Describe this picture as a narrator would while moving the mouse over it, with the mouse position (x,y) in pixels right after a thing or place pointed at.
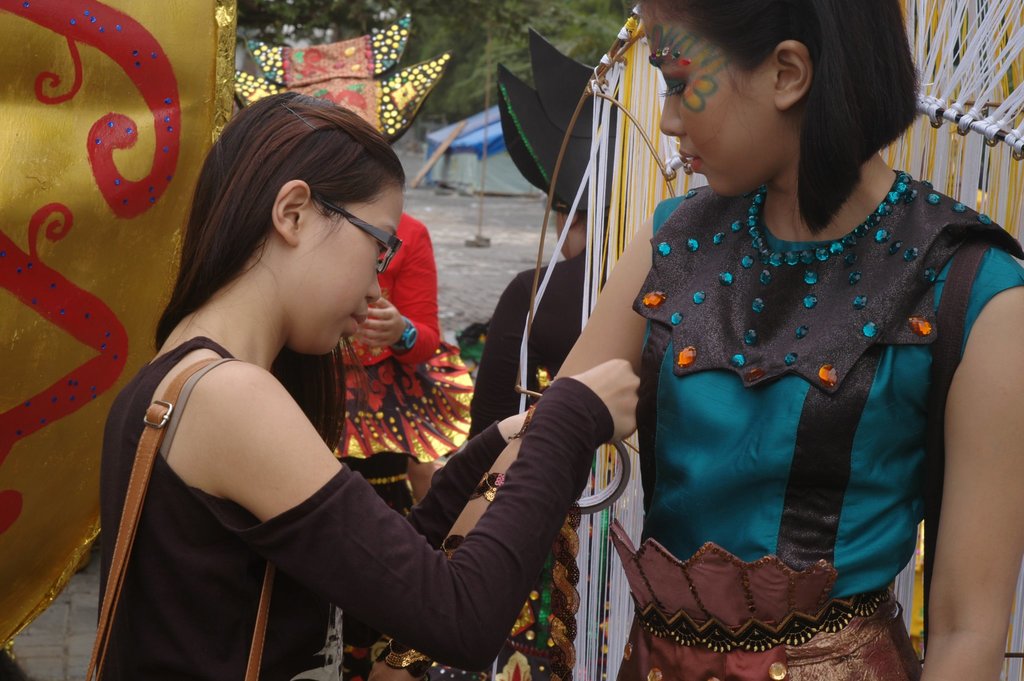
In the image we can see there are people (434,426) standing and wearing clothes (373,491). The left side (205,457) woman (219,454) is wearing spectacles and hanging a bag (142,477). Here we can see the decorating (963,73), a tent (473,185) and trees (468,58).
